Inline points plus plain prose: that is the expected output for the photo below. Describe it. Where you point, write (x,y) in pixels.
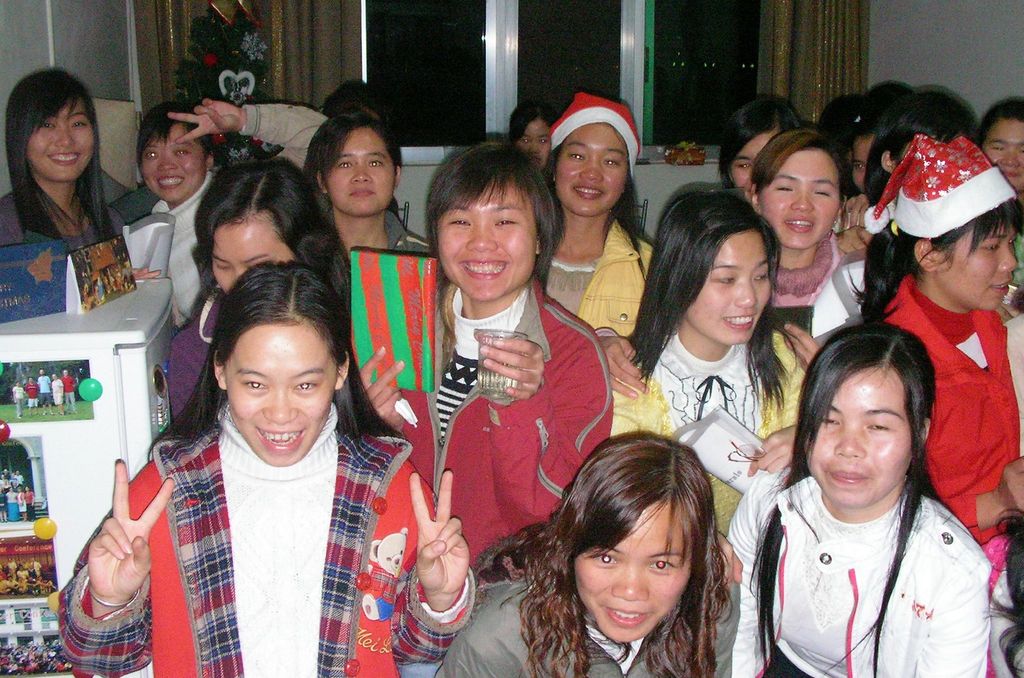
In this image in the foreground (203,293) there are a group of people (936,380) who are standing and smiling, and some of them are wearing some hats (965,206). On the left side (68,464) there is one fridge (60,510), on the fridge (54,472) there are some photos (51,397) and in the background (356,54) there is a window (369,47), curtains (318,41), plant (255,82), and a wall (903,69).
